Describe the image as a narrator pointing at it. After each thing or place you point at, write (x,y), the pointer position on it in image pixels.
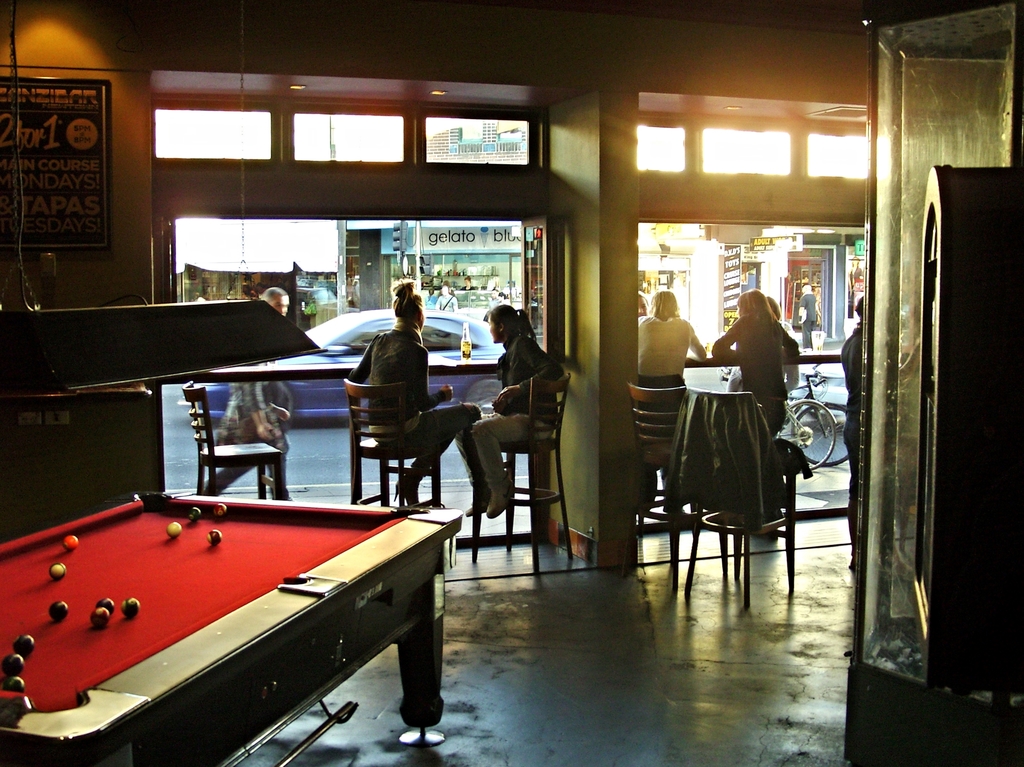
There are two women (412,403) sitting on the chairs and there are three (650,368), four women (753,365) sitting beside them. It looks like an restaurant (632,661). And there is a man (282,305) walking outside the restaurant (605,682), And I can see a blue colored car (360,333) going on the road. And there is a glass Bottle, It looks like a beer bottle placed on the top of the table (485,360). And I can see a bicycles (818,423) parked outside the restaurant (159,198). And there is a photo frame (103,126) which was hanged to the wall (145,176). And I can see a snooker table (216,553) with a balls (55,575) placed on it. I can see shops (461,247) outside the restaurant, and here a old man/woman (804,319) is standing on the road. And I can see a chair (703,510) and some kind of jerkin (763,477) is placed on the chair (712,413).
